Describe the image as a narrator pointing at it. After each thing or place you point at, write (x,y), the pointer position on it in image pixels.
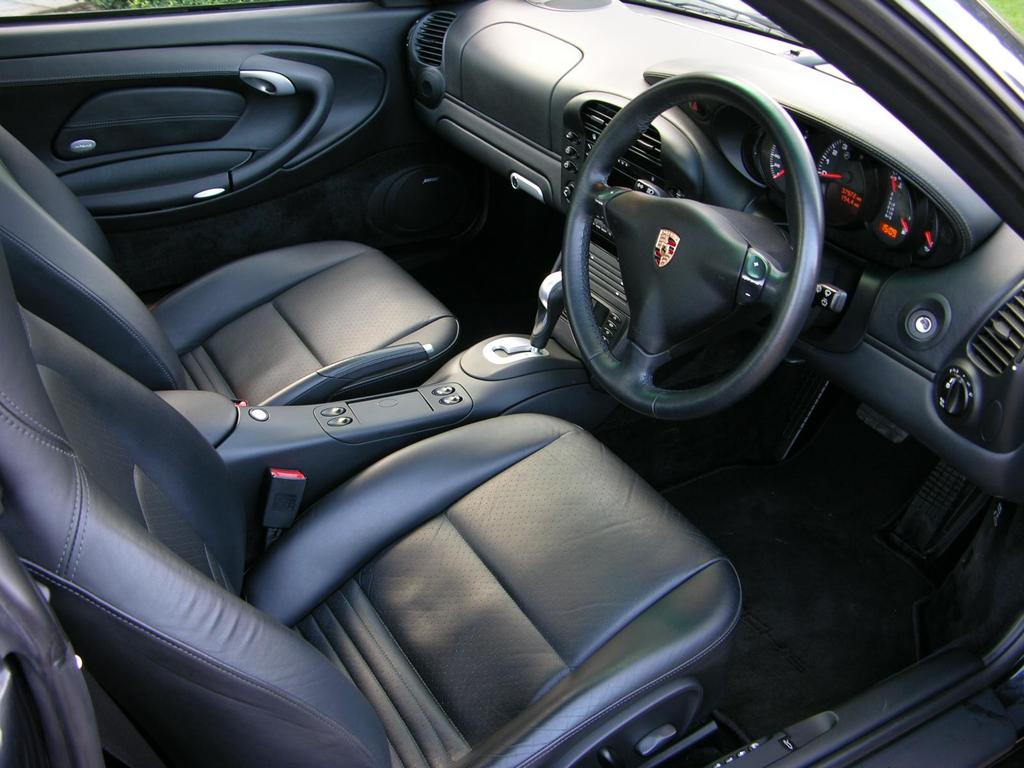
In this picture we can see an inside view of a car (421,293), on the right side (705,338) there is a steering (666,210), an instrument panel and a gear rod (544,326), we can see two seats (416,551) and a door (247,209) on the left side (189,178).
